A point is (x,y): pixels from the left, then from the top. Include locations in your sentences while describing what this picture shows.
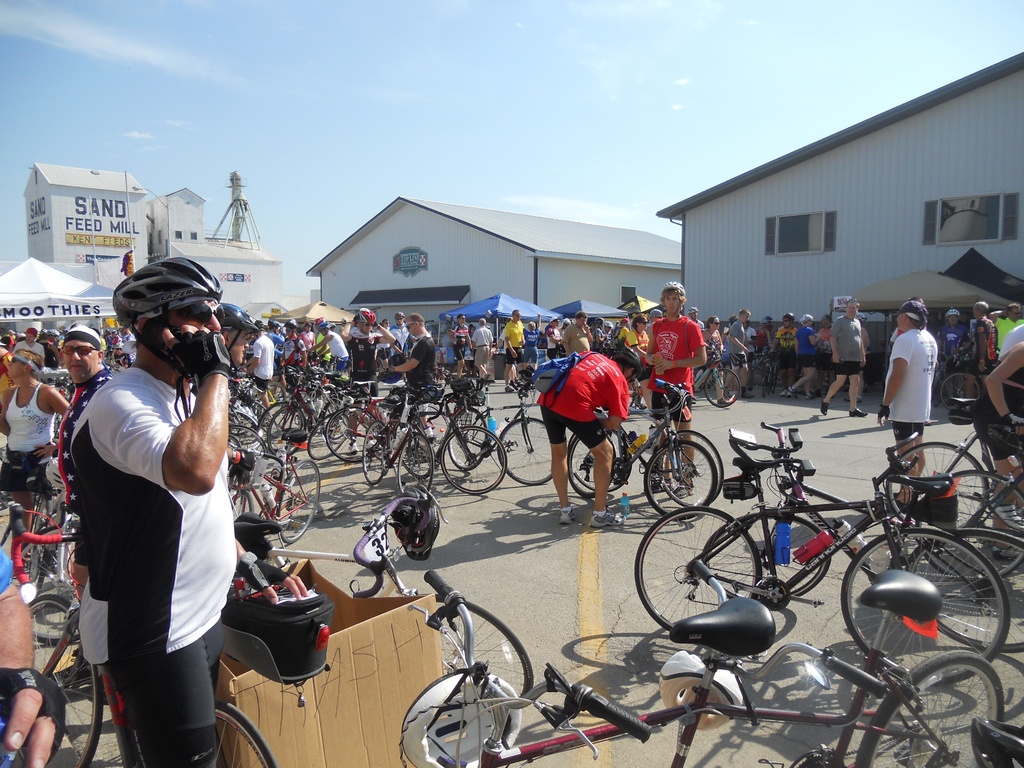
In the picture I can see many bicycles (949,738) and many people (933,386) are standing on the road (567,612). Here I can see a cardboard box (386,640), I can see tents (3,299), houses (542,297) and the sky (574,159) in the background (368,171).
